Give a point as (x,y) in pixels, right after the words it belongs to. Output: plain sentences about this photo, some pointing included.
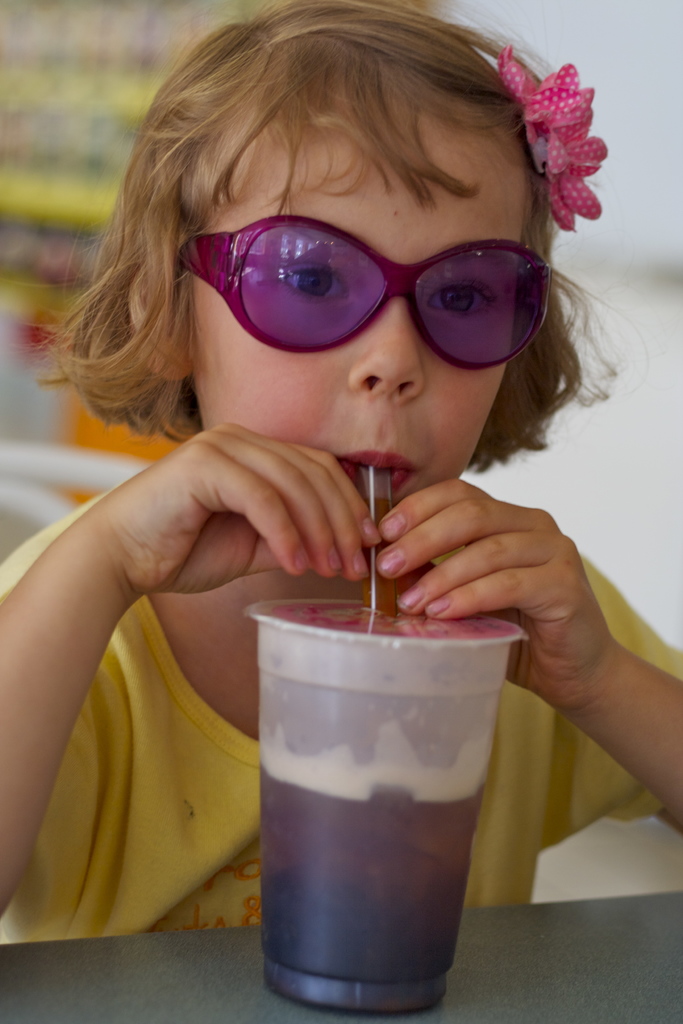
In the image we can see there is a girl (92,895) who is drinking through straw (386,501) and which is in juice bottle (393,748). She is wearing pink colour goggles (400,295).
